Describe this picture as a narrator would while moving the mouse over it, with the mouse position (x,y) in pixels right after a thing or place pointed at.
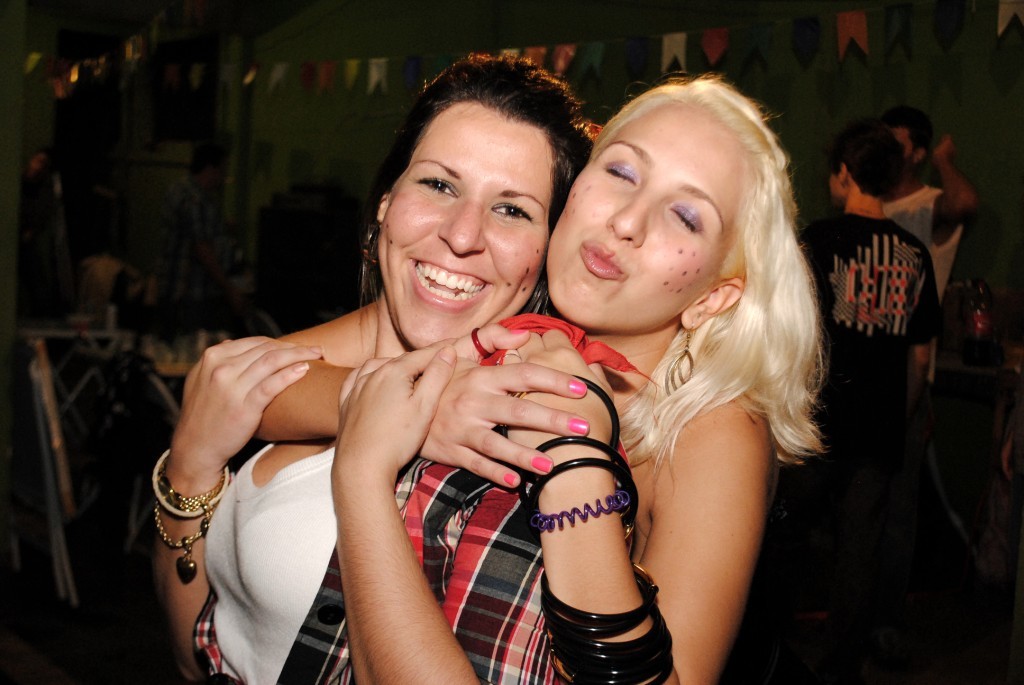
In the image we can see there are two women (510,492) wearing clothes (505,492), bangle (179,511), bracelet (181,542) and earrings (682,355), this woman (404,321) is smiling and other one is pouting. Behind them there are other people (865,246), these are the decorating papers (305,76) and there are the other objects (126,355).
